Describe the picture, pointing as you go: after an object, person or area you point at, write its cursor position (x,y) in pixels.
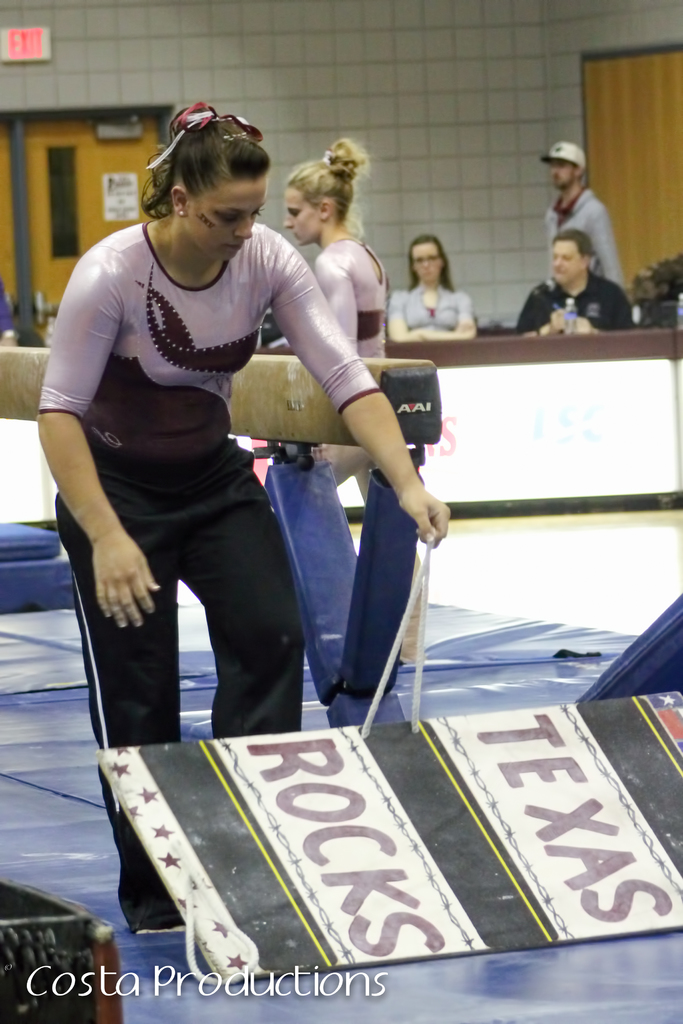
In this image I can see a lady (253,517) standing and holding something, behind her there are some other people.
